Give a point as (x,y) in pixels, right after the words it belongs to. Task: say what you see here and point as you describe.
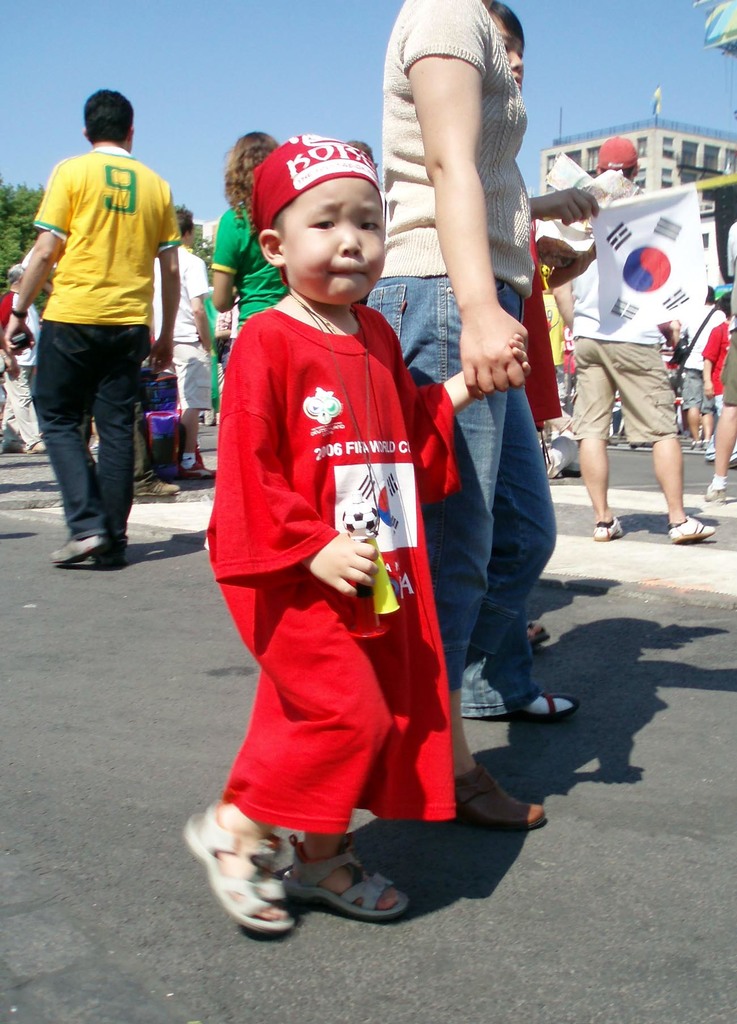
In this image, I can see a group of people (432,217) standing on the road (524,788). In the background (617,125), I can see a building (691,154) and the sky (603,76). On the left side of the image (6,219), I can see a tree (25,213).
